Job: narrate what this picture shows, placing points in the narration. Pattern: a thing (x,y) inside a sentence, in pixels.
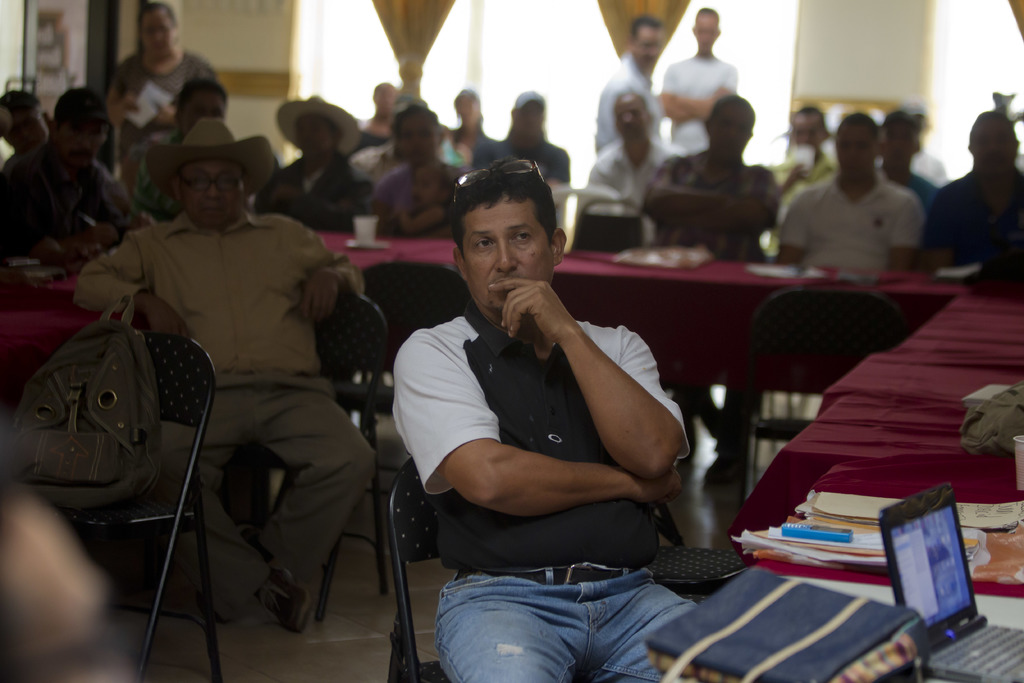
In this image we can see this person (601,470) is sitting on the chair (424,493). There are few papers (840,543), books (831,548), mobile phone (837,538), handbag (825,617) and laptop (989,639) on the table (840,571). We can see many people (424,232) sitting on the chairs (629,201) near table (953,364) and standing in the background of the image (633,81).
